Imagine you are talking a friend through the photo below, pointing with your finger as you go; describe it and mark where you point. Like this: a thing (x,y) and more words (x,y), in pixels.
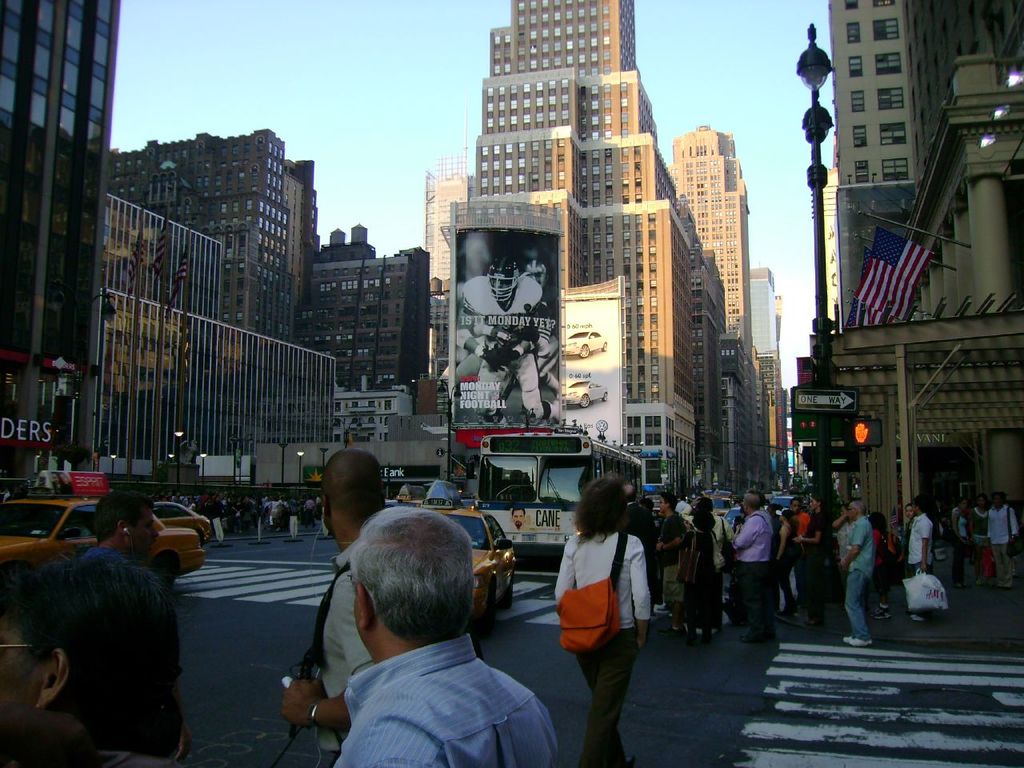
In this image I can see the road (577,710). On the road (537,648) there are group of people (461,595) with different color dresses (589,573) and I can see few people (625,610) wearing the bags (603,620). To the side there are vehicles (511,481) and the signal poles (829,467). In the background (92,253) I can see many buildings (444,279) and the sky (298,33).
